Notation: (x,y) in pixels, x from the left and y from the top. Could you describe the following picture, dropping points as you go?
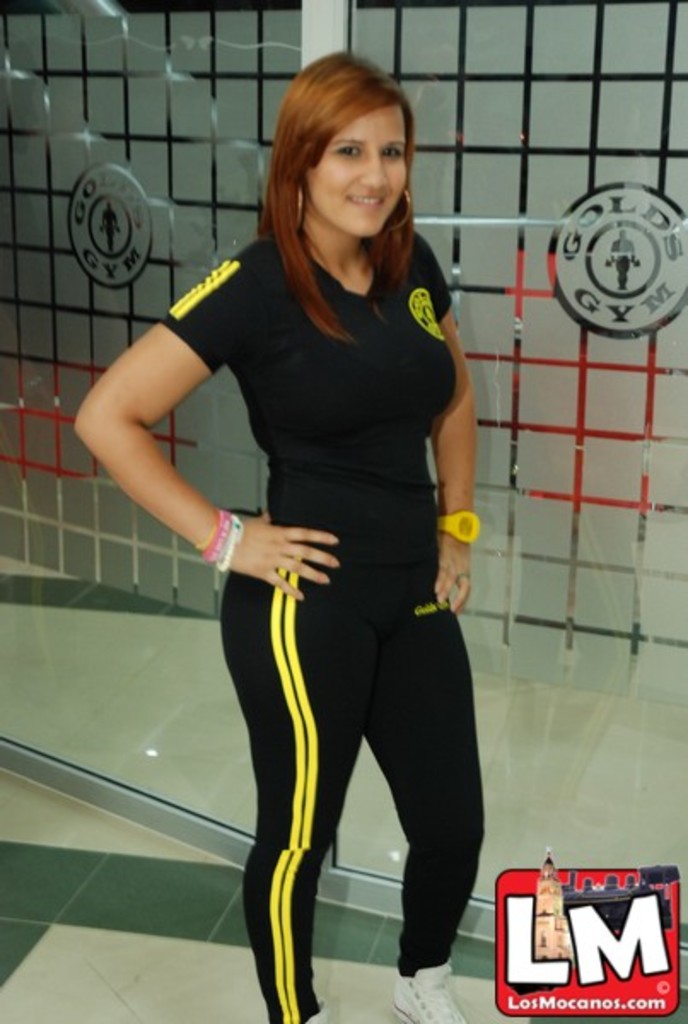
In this image we can see a woman (377,635) is standing on the floor (52,955) and she is smiling. In the background (669,350) we can see glass (90,222). On the glass (518,372) we can see pictures (141,229) and text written on it. At the bottom of the image (516,889) we can see a logo (635,996).
